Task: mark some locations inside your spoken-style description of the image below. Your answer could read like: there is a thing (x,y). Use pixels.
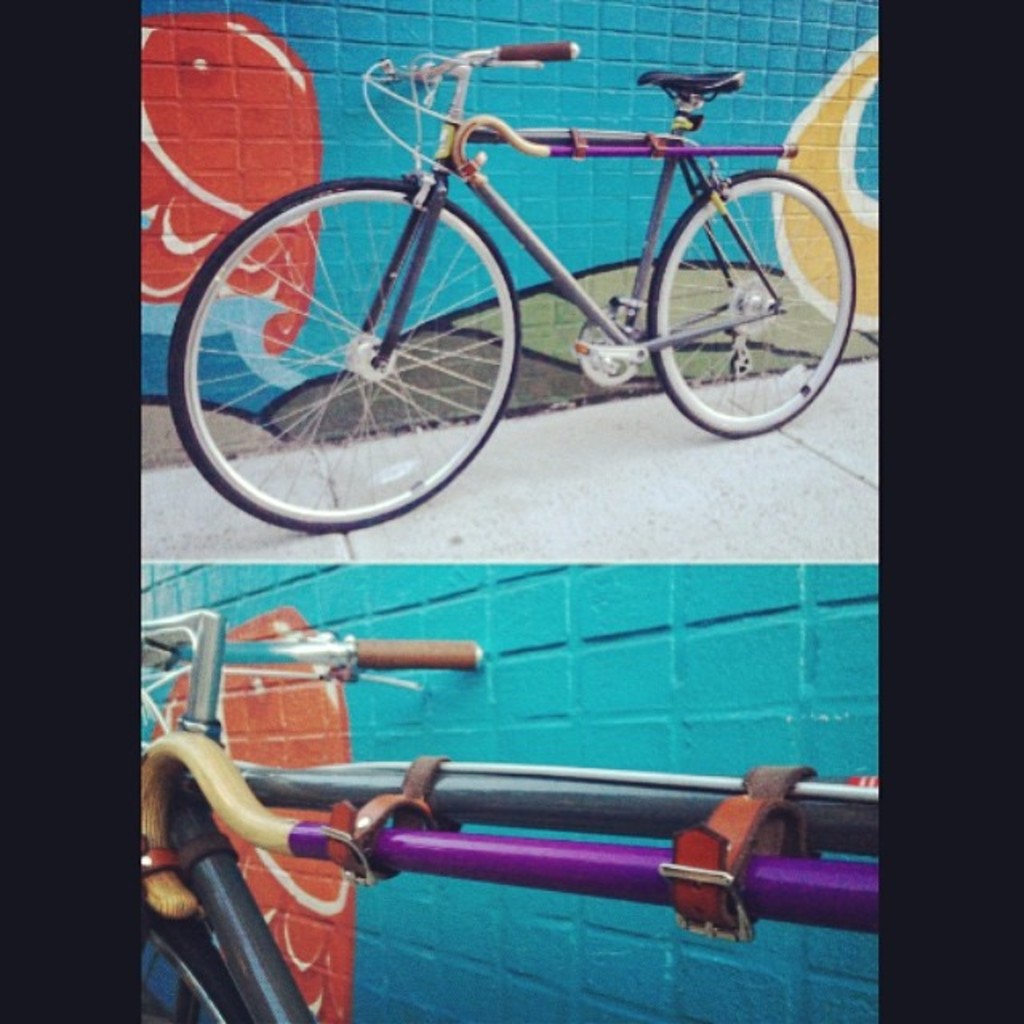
This is an edited image with the collage of two images. At the top (440,183) there is a bicycle (506,400) placed on the ground (721,393). At the bottom (685,801) we can see the metal rods (453,801) and the handle (334,649) of a bicycle (377,764). In the background (350,50) we can see the art of graffiti (606,669) on the walls (520,697).
